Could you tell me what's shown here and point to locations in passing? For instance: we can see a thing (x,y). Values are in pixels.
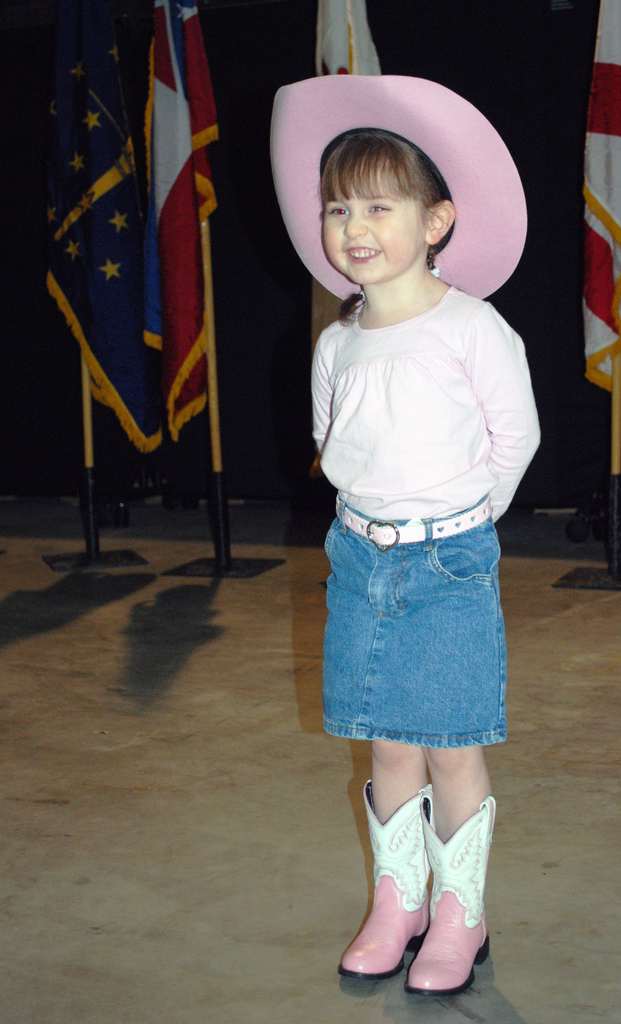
There is one kid (404,614) standing and wearing a white color dress (386,383) on the right side of this image (465,502). We can see flags (597,281) in the background (608,281).
